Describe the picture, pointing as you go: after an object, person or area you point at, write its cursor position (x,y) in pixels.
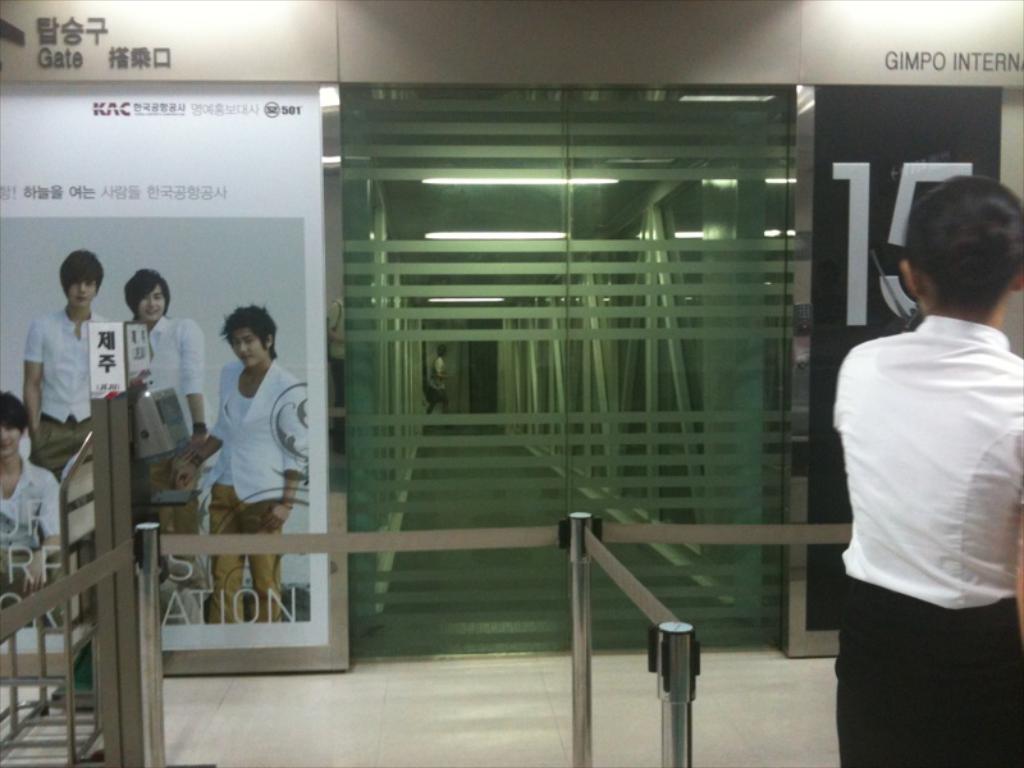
On the right side of the image (965,582), we can see a person (931,596) is standing. Here we can see rods (575,652) and tapes (632,596). At the bottom of the image (421,714), there is a floor (409,717). In the background (297,518), we can see the poster (165,271), glass door (476,224), banner (832,238), wall (1008,170) and few objects (75,529). Through the glass door (455,423), we can see a person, walkway (486,491), lights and ceiling (511,196).
